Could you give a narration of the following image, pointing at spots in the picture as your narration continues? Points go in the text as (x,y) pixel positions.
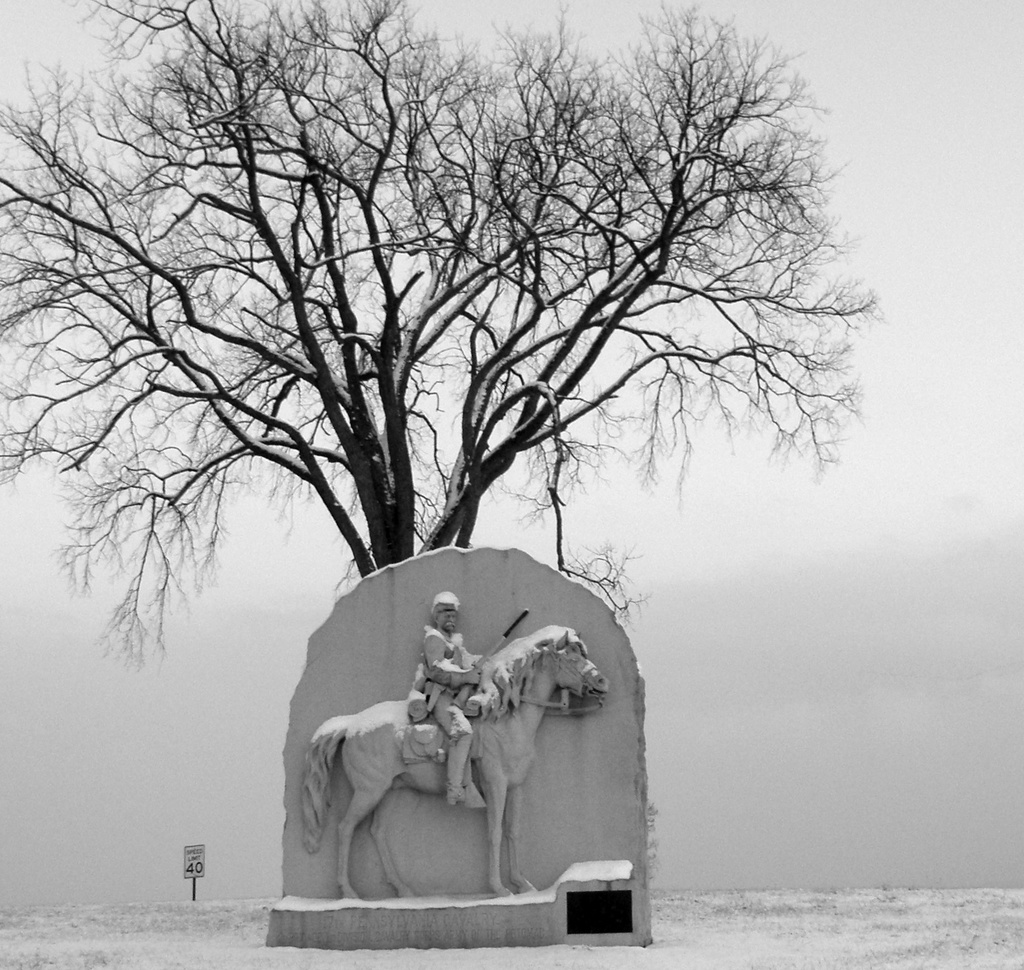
In the center of the image (472,612) there is a rock (621,851). On rock (604,844) a sculpture (523,711) is there. In the background of the image (462,416) we can see a tree (561,422), sky (692,306) are present. On the left side of the image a board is there. At the bottom of the image (848,895) ground (864,920) is present.
